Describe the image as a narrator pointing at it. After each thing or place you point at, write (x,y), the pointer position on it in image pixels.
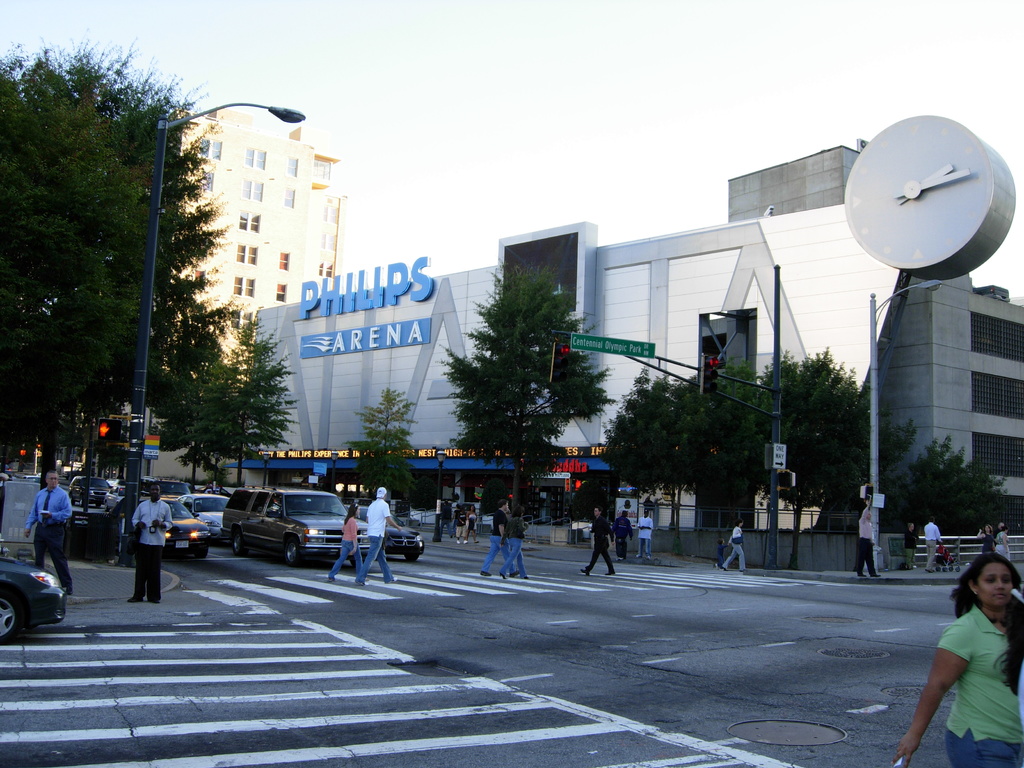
In this image I can see a road (534,666) and number of people (867,510) on it. I can also see vehicles (213,502), few trees (48,441) and few buildings (460,305). Here I can see two street lights (159,122).
